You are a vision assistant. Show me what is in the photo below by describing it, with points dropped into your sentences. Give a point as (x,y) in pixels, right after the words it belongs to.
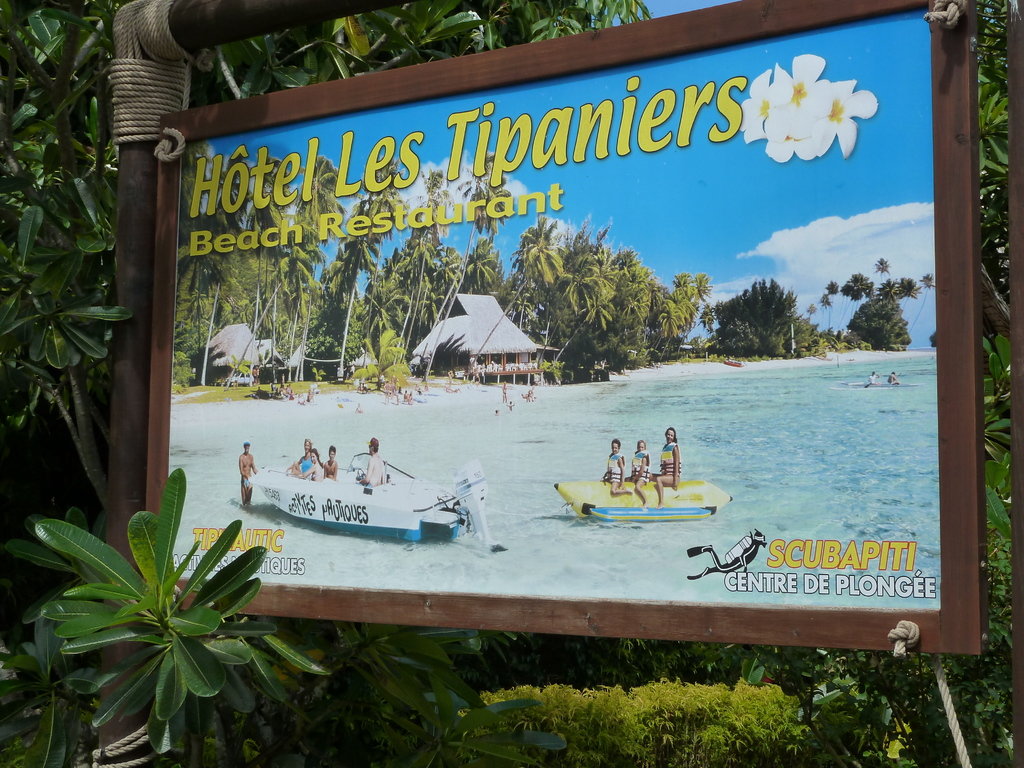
This picture is taken from the outside of the city. In this image, in the middle (410,371), we can see a photo frame (698,189). In the frame (567,407), we can see some pictures (631,394) and text (390,150) written on it. On the left side (118,358), we can see a wooden pole (129,218). In the background (654,756), we can see some trees (999,249), plants (1004,374). In the right corner (907,634), we can also see a rope (895,638).
